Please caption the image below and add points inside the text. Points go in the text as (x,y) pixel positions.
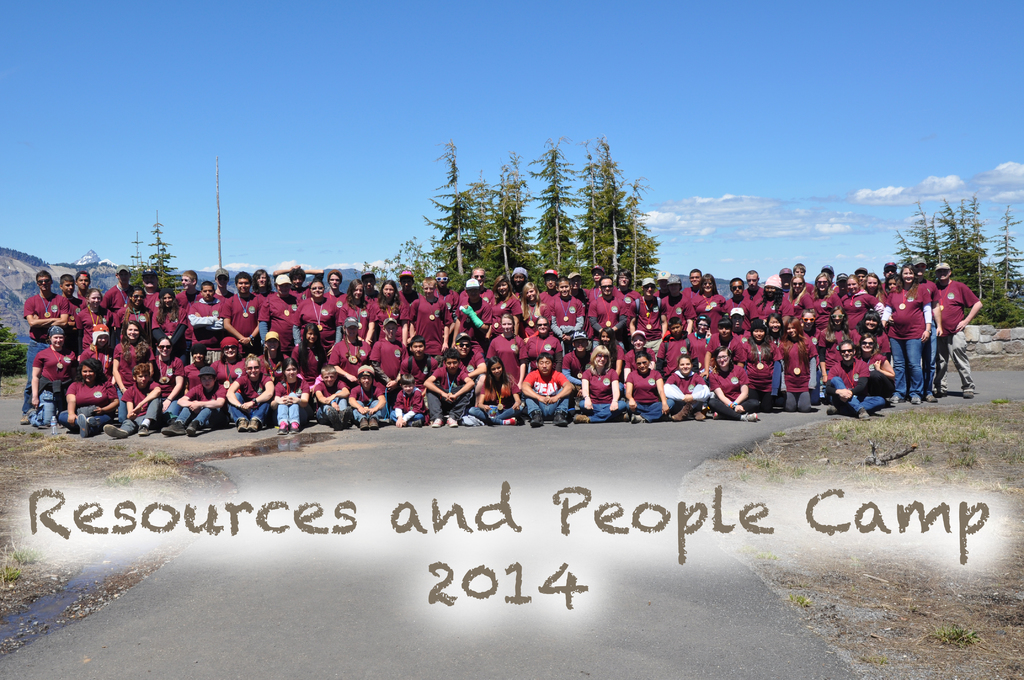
In the foreground (424,417), I can see a text (454,501), grass (1004,422) and a group of people (524,411) on the road (530,439). In the background (522,207), I can see trees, fence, mountains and the sky (544,152). This image taken, maybe during a day.
